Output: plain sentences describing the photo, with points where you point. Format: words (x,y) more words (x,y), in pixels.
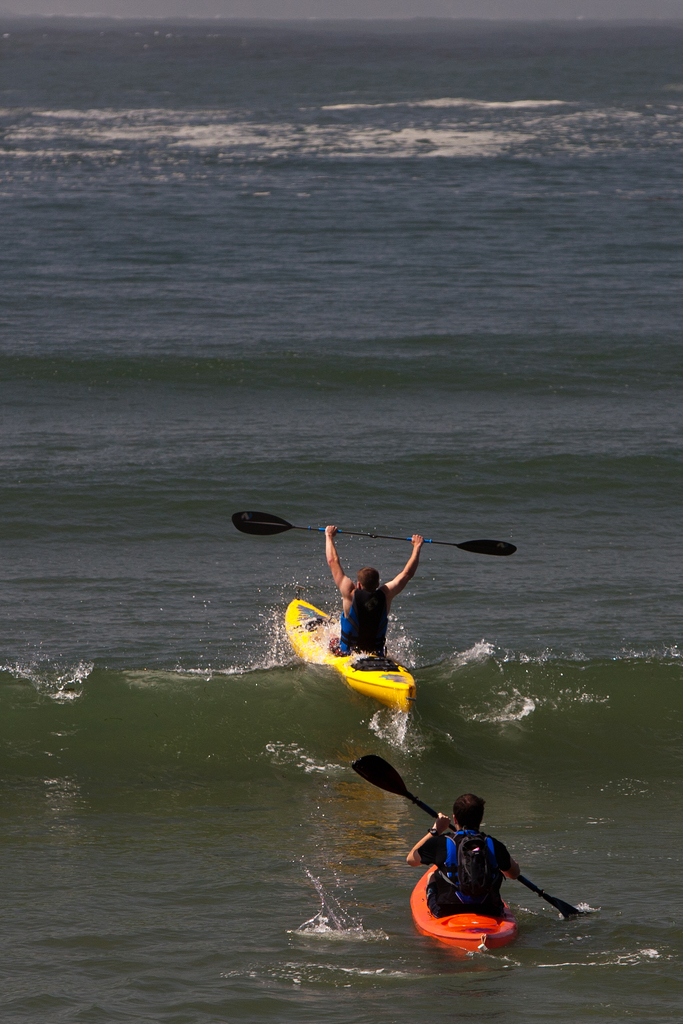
In this image I can see two persons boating in the water (481,611), they are wearing blue color dress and holding a stick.
